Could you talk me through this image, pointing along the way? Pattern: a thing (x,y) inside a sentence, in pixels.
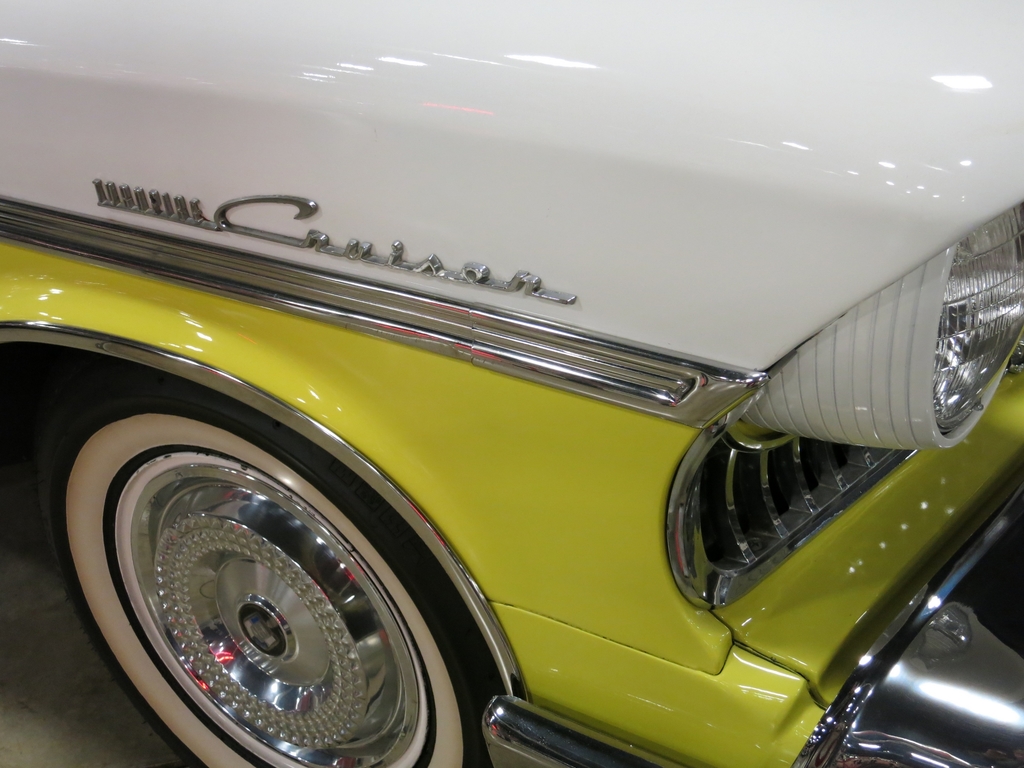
In this image, we can see a vehicle (183,557) on the floor (54,606).
